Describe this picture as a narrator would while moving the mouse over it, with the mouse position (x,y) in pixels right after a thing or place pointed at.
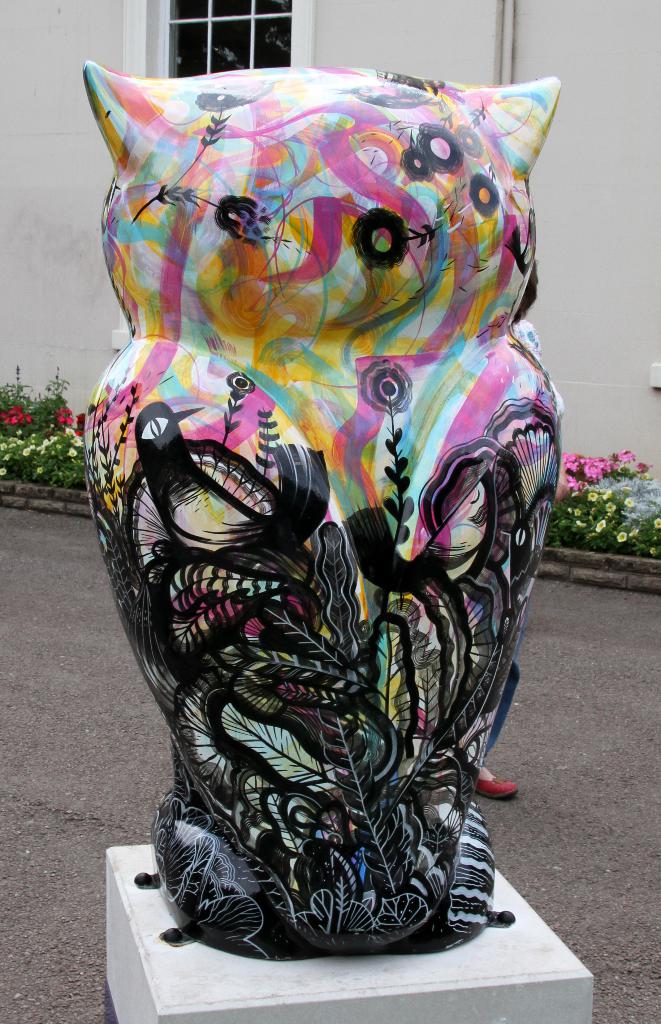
There are many plants (37,455) in the image. There is a sculpture (290,736) which placed on an object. There is a house (305,38) in the background of the image (611,379).
